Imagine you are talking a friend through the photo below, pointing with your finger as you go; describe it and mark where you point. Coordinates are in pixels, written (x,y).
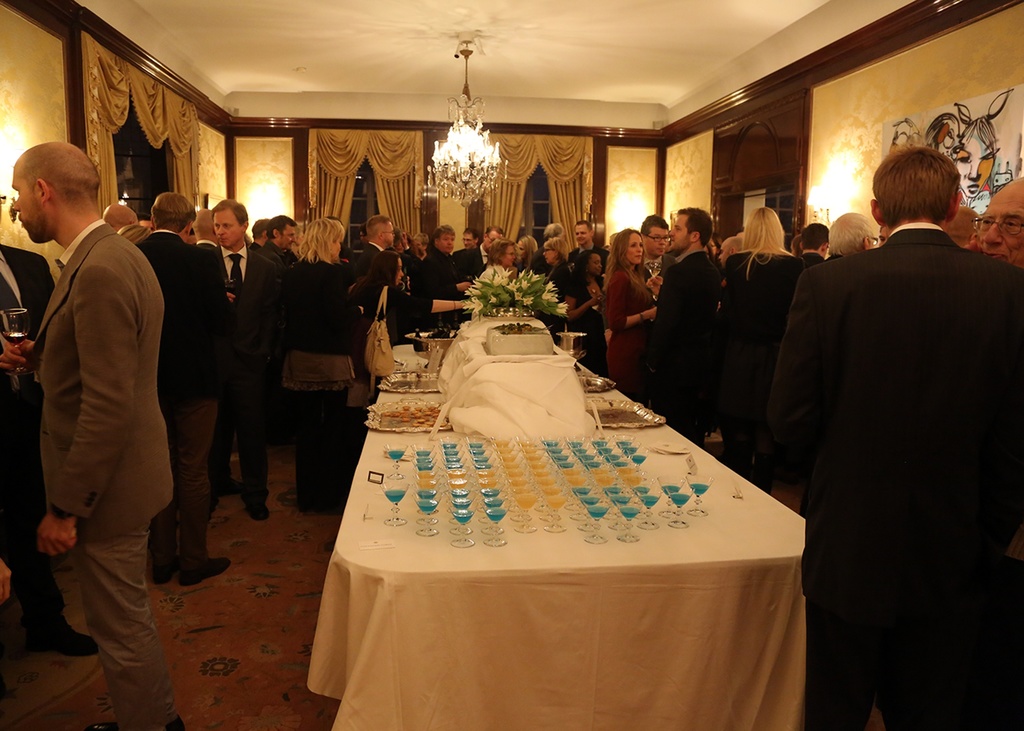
This picture shows a group of people (459,251) standing and few holding glasses (25,327) in their hands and we see glasses (382,489) and some food (519,334) and flowers (535,306) on the table (474,623) and we see a chandelier light (456,104) hanging.
